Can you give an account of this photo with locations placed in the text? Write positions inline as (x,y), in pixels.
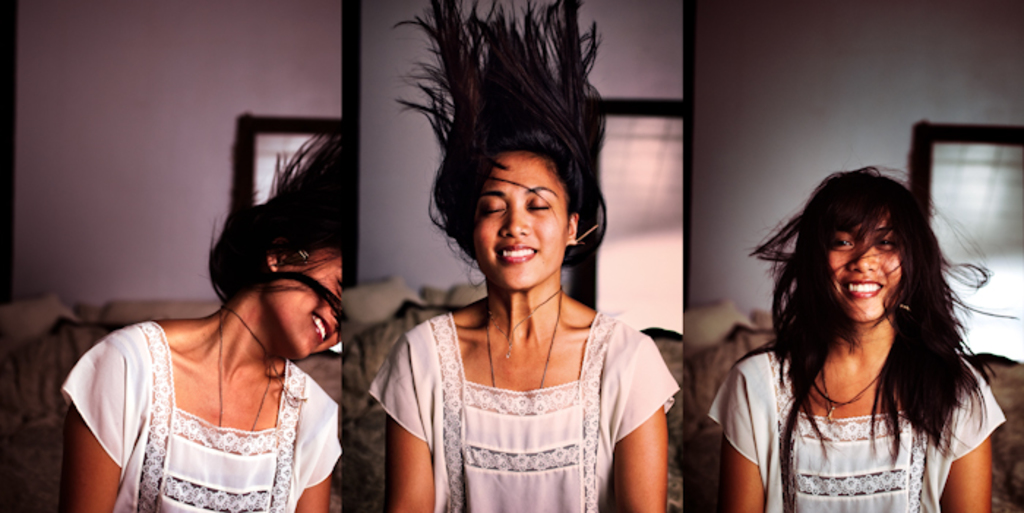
In this image we can see collage image of a lady person (557,313) who is wearing white color dress (583,419) and in the background of the image (29,170) there is a couch (50,401), wall (320,29) and window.
